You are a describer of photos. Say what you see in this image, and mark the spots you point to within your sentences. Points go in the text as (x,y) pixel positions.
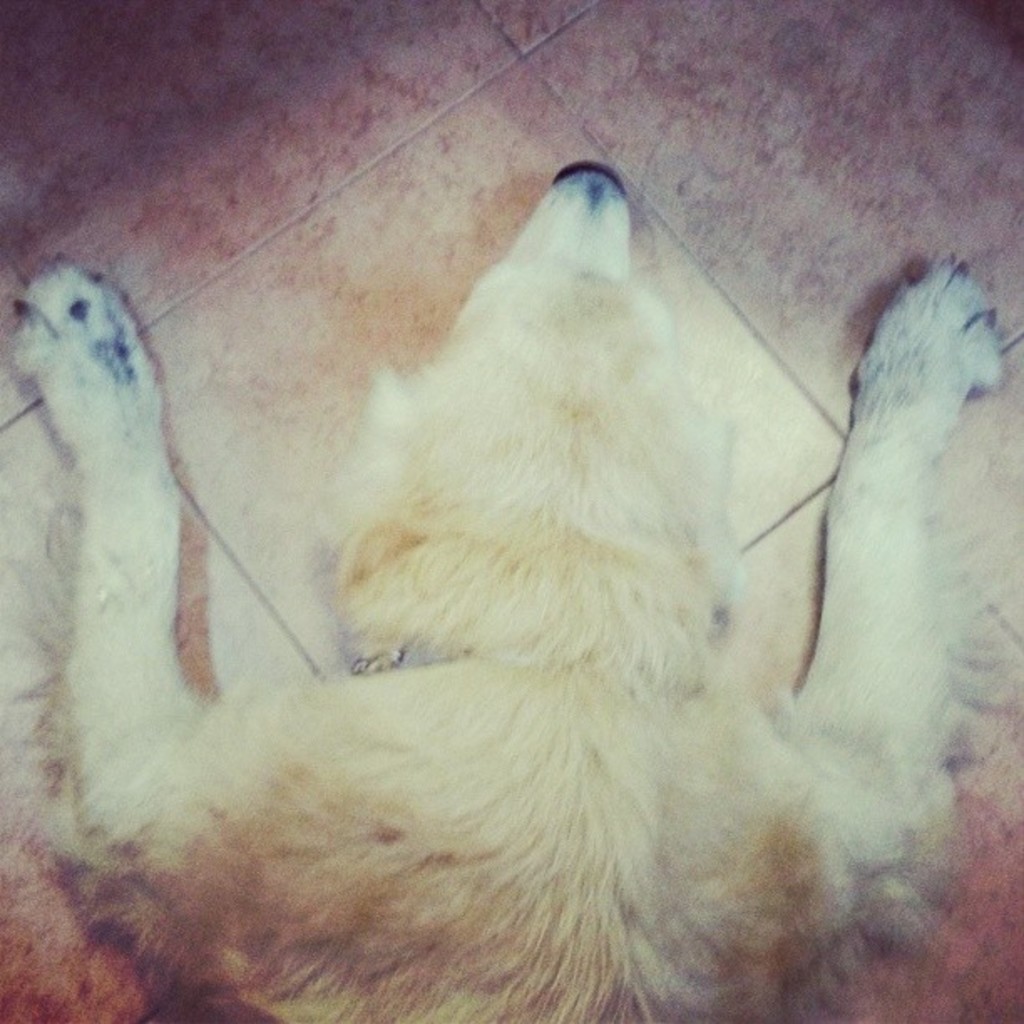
This picture shows a dog (436,544) laying on floor (374,182). The dog (456,341) is light brown in color.
